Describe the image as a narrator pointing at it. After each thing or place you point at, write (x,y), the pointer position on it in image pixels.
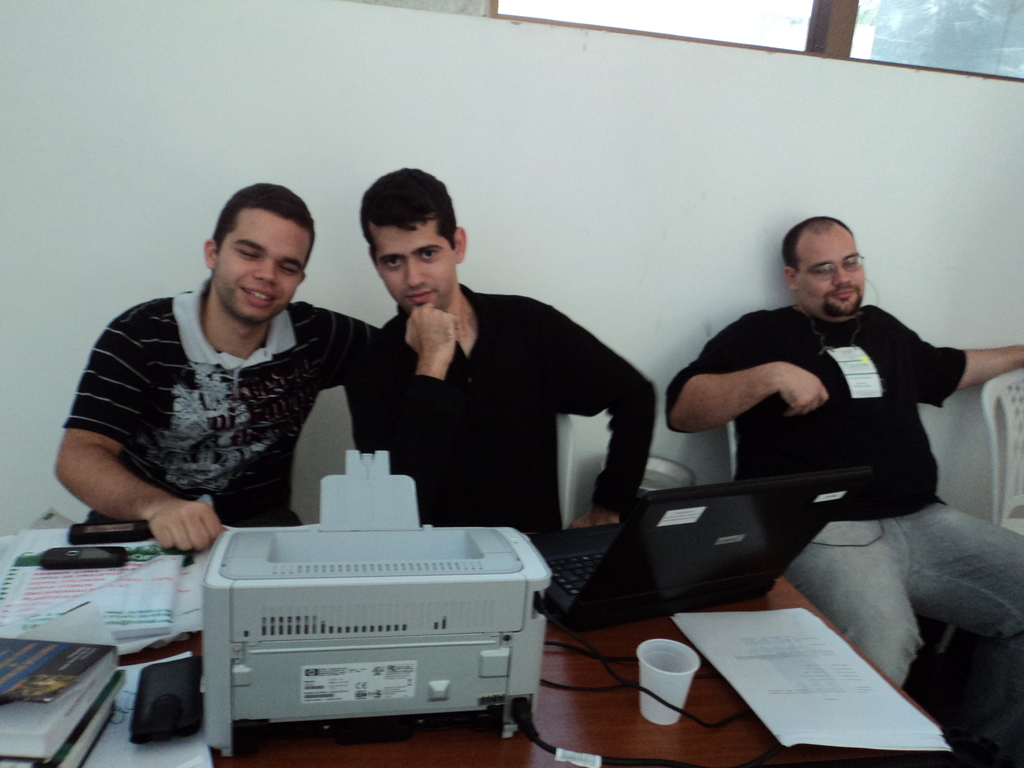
There are three people (93,489) in the picture who are sitting on the chairs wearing black color tee shirts (902,355) in front of a table (164,653) and we have printer (456,636), laptop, papers (726,655), cup (694,660) and phone (80,557) and some diaries (87,657) on the table (151,656).
